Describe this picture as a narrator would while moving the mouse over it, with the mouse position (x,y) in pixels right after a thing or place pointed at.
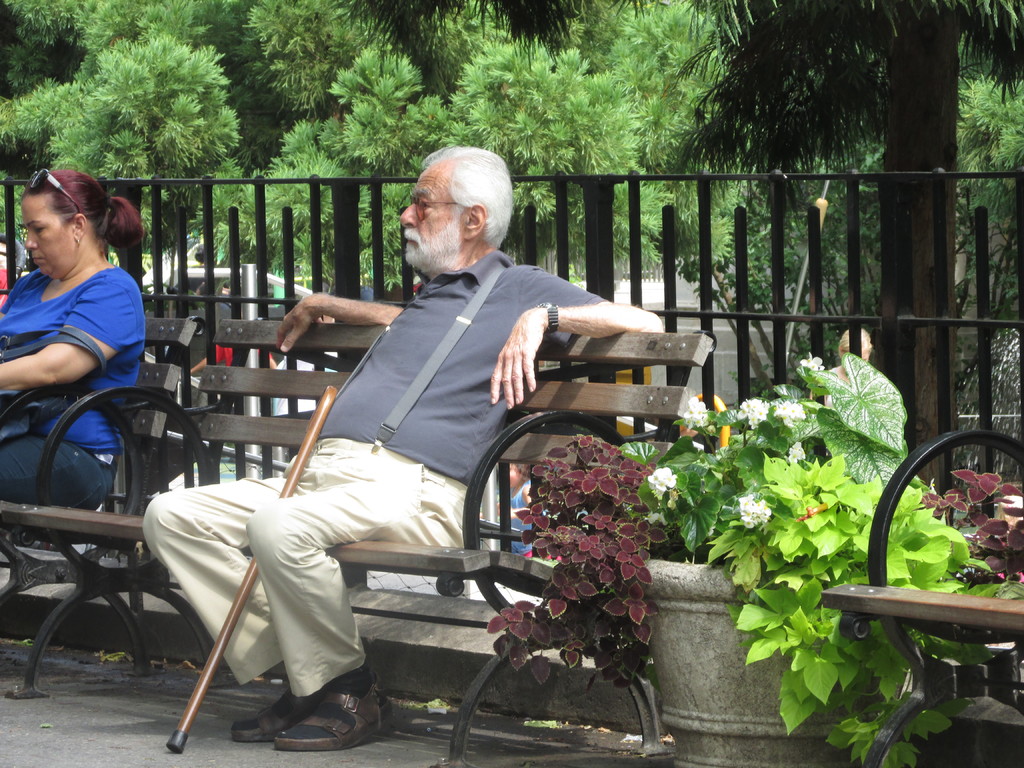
In this picture I can observe two members (184,575) sitting on the benches (157,400). One of them is a woman (91,319) and the other is a man (361,427). On the right side (768,443) I can observe plants (723,555). In the background (168,59) there are trees (291,151) and a railing (237,238).
